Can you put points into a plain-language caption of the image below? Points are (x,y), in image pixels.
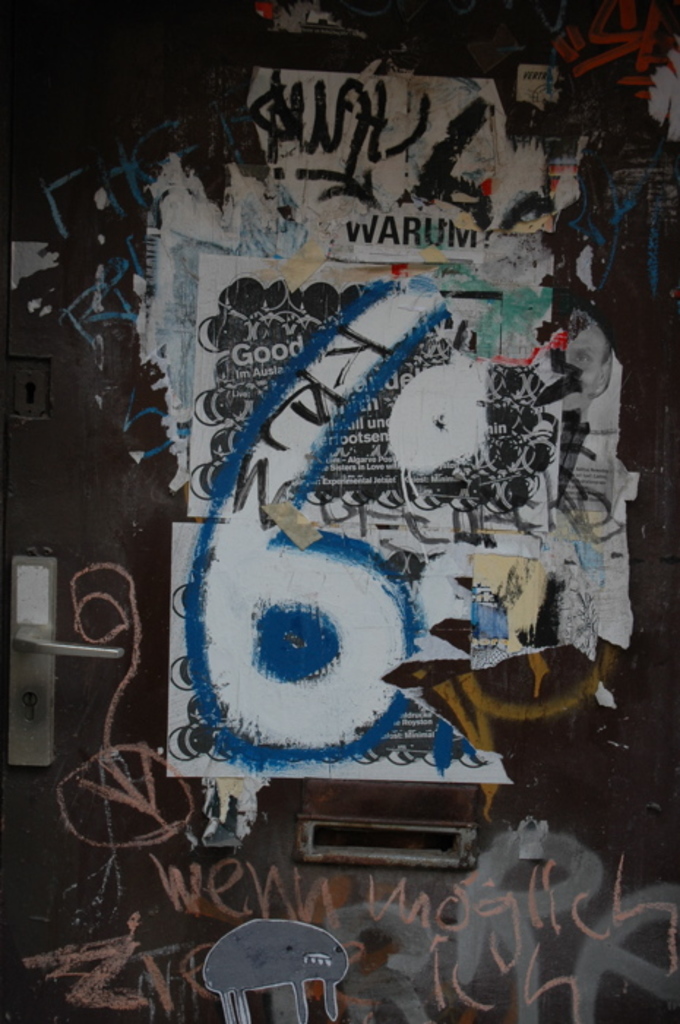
Here I can see a metal object (102,473) which is looking like a door (105,791). On the left side (34,638), I can see a knob (37,639) to it and white color papers (310,482) are attached. On this I can see some text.
